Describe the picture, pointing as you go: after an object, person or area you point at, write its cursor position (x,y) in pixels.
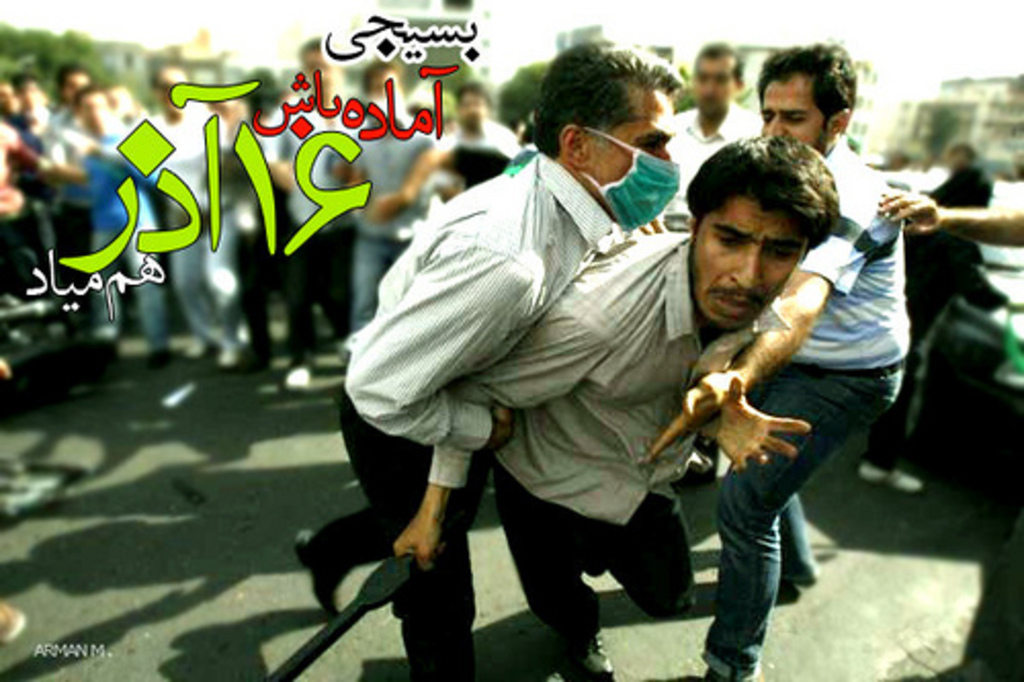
In this image in the front (592,239) there are persons (643,254) standing. In the background (430,191) there are persons (380,158) and there are buildings (961,85) and there is some text (268,211) written on the image. On the left side (74,59) there are trees (49,66).
